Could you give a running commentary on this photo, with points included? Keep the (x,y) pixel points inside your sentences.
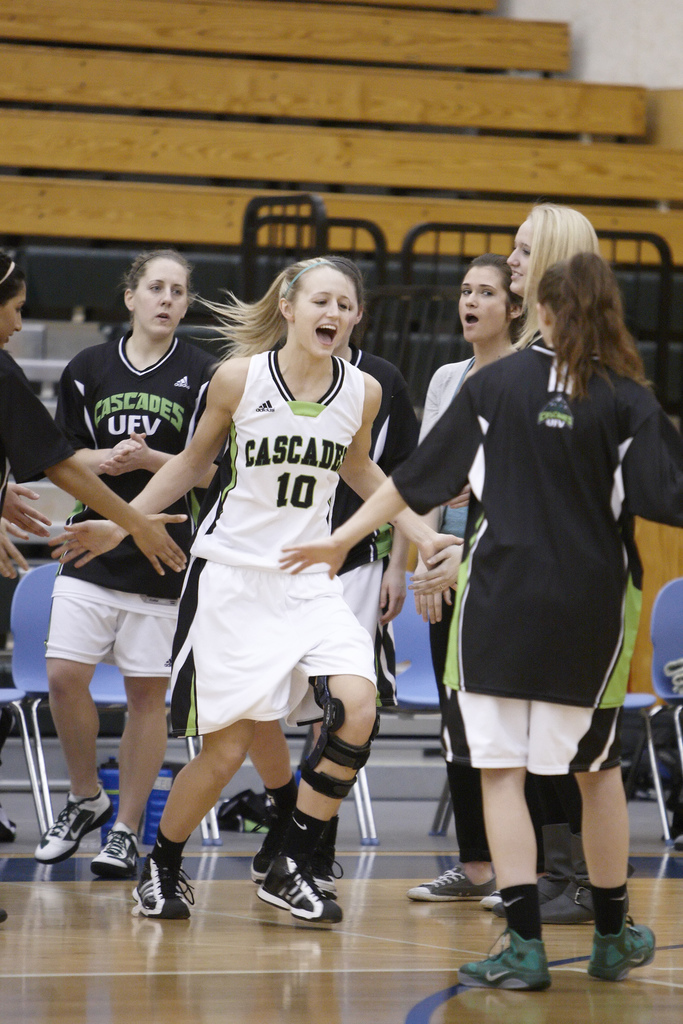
In this picture I can see the women (606,412) who are standing on the basketball court (405,877). At the top (267,184) I can see the benches (433,145). In the top right corner (680,73) I can see the wall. On the right (621,265) I can see the black color fencing (406,275).
